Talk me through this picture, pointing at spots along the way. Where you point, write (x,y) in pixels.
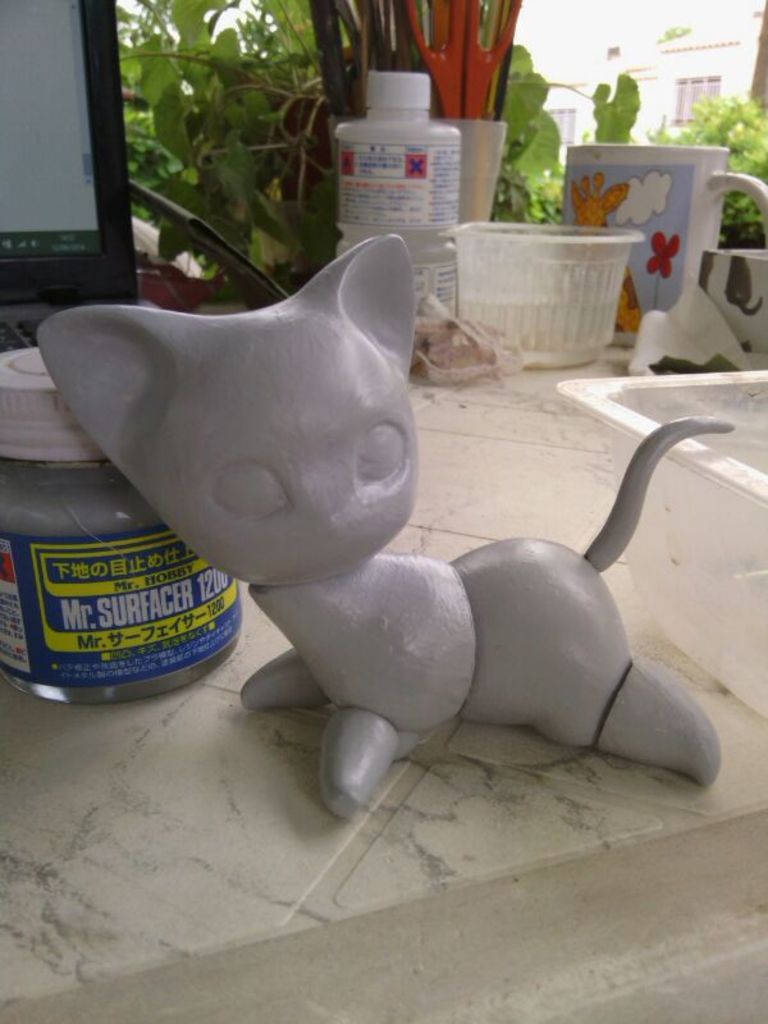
In this image we can see a cat toy (391,680), a jar (148,648) on which we can see a label (75,591), laptop (57,4), a few more jars (360,174), container (512,281), cup (631,299), scissors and the glass window (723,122) through which we can see buildings (648,81) in the background (734,66).
